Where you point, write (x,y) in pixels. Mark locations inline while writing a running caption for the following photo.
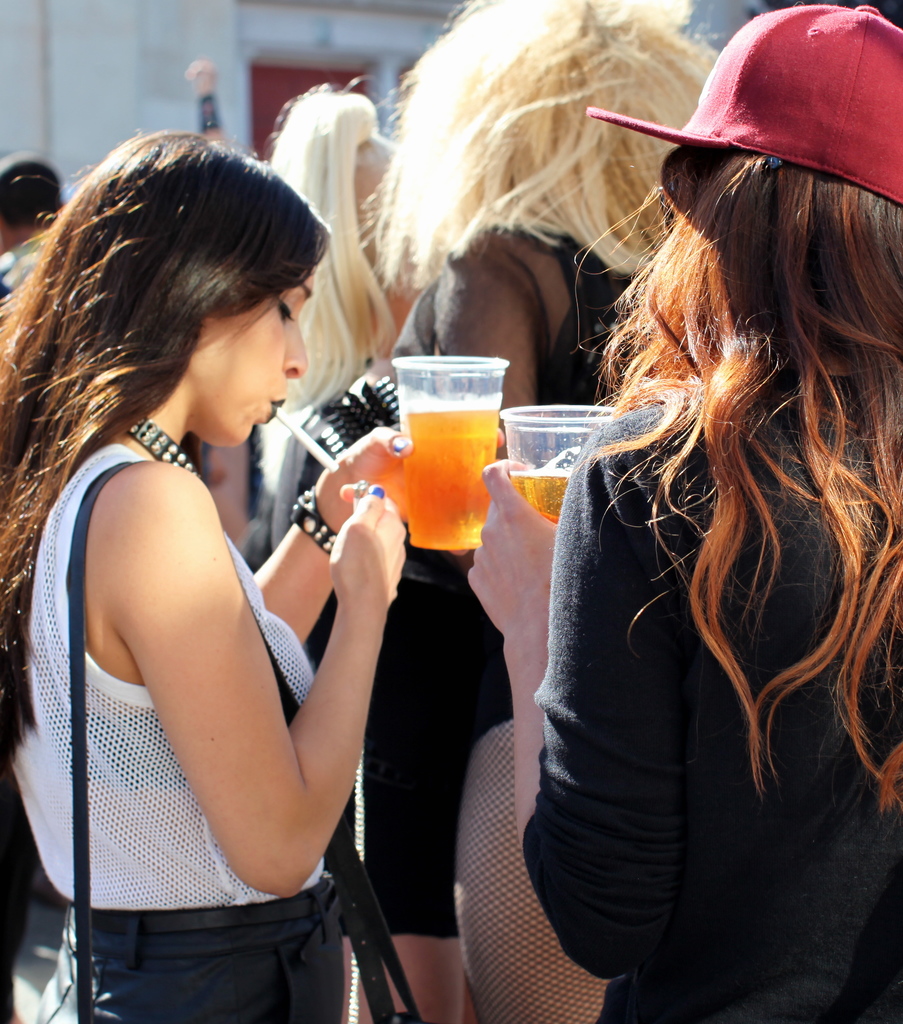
This image is clicked outside. To the left (235,834), the women (229,796) wearing white shirt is lighting a cigarette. To the right (681,298), the woman (678,816) wearing black dress (688,829) is holding a glass of beer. In the background (242,59), there is a building (269,111).
